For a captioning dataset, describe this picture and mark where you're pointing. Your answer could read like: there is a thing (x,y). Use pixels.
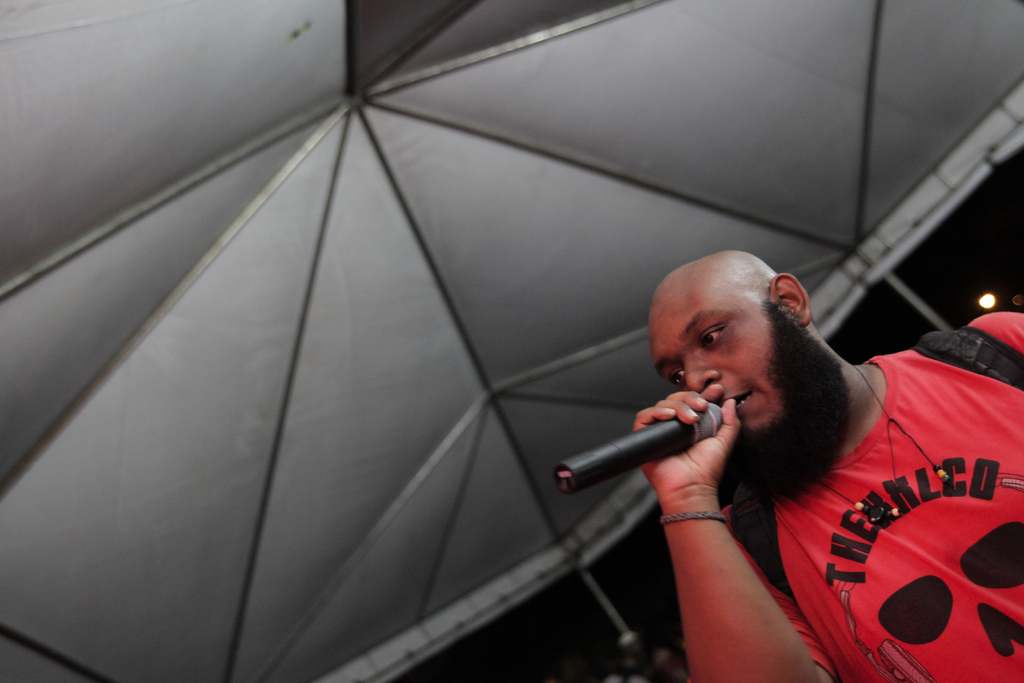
In this picture we can see a man (1009,562) carrying a bag (951,335) and holding a mic (688,426) with his hand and in the background (540,459) we can see a tent (492,261), light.
